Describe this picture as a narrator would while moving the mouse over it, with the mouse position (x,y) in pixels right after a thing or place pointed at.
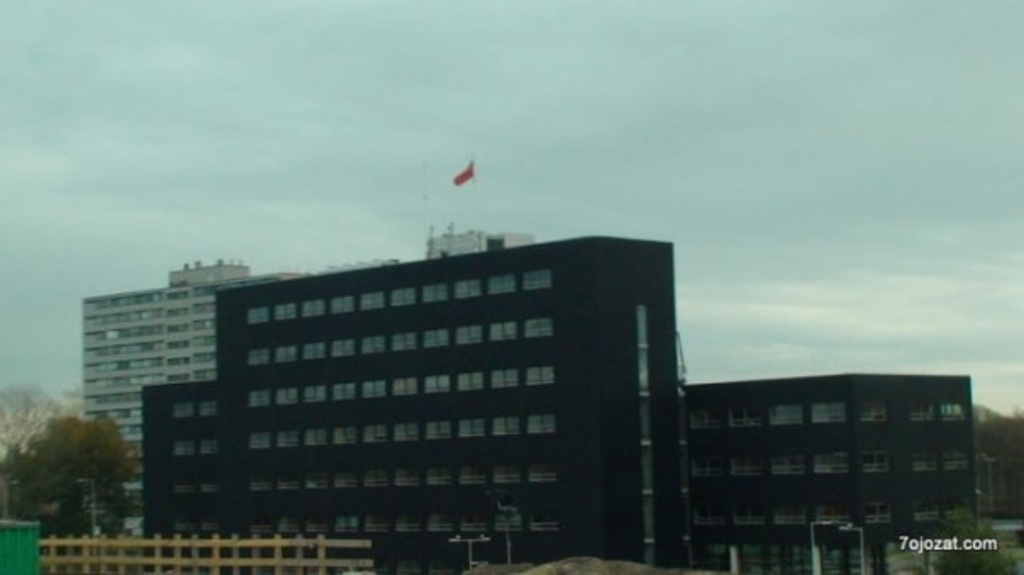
In this picture we can see a few buildings (756,461). There is a flag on this building (155,400). We can see a text (937,548) on the right side (955,547). There is a wooden fence (61,539) on the left side (69,572).
